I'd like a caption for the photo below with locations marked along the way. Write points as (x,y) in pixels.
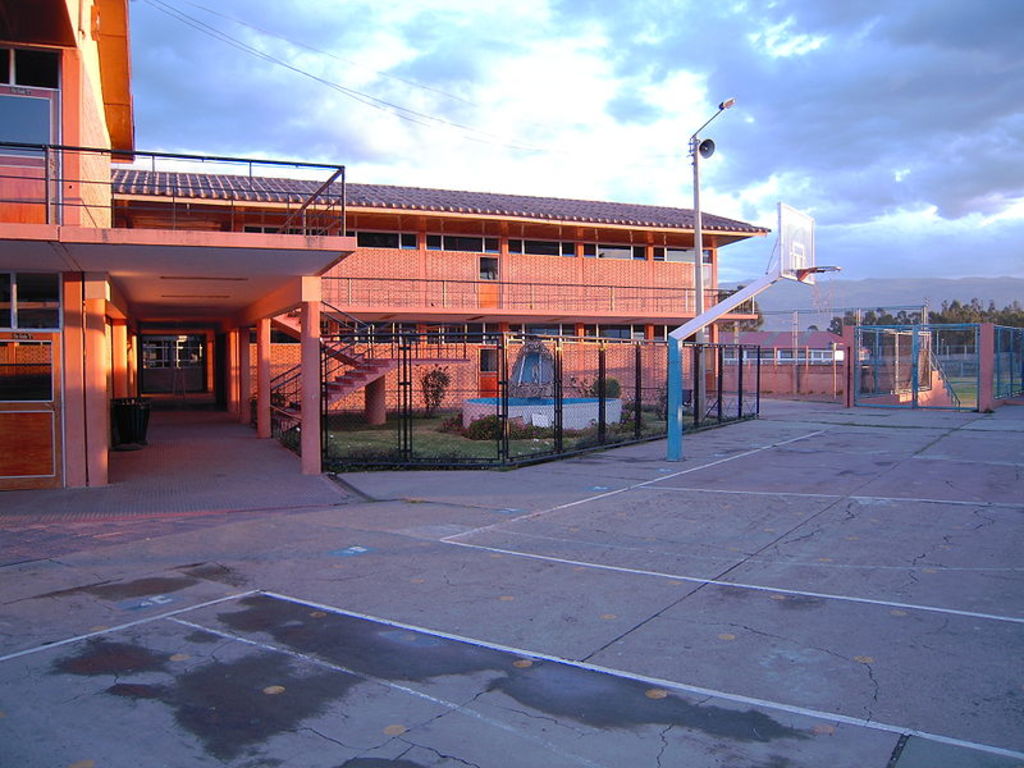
At the bottom of this image (340,626) I can see the ground (581,581). In the middle of the image (520,308) there is a building (509,362). On the right side (1010,355) there is a pole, a net fencing (902,374) and also there are some trees (959,316). At the top of the image (525,90) I can see the sky (582,91) and clouds (925,96).
